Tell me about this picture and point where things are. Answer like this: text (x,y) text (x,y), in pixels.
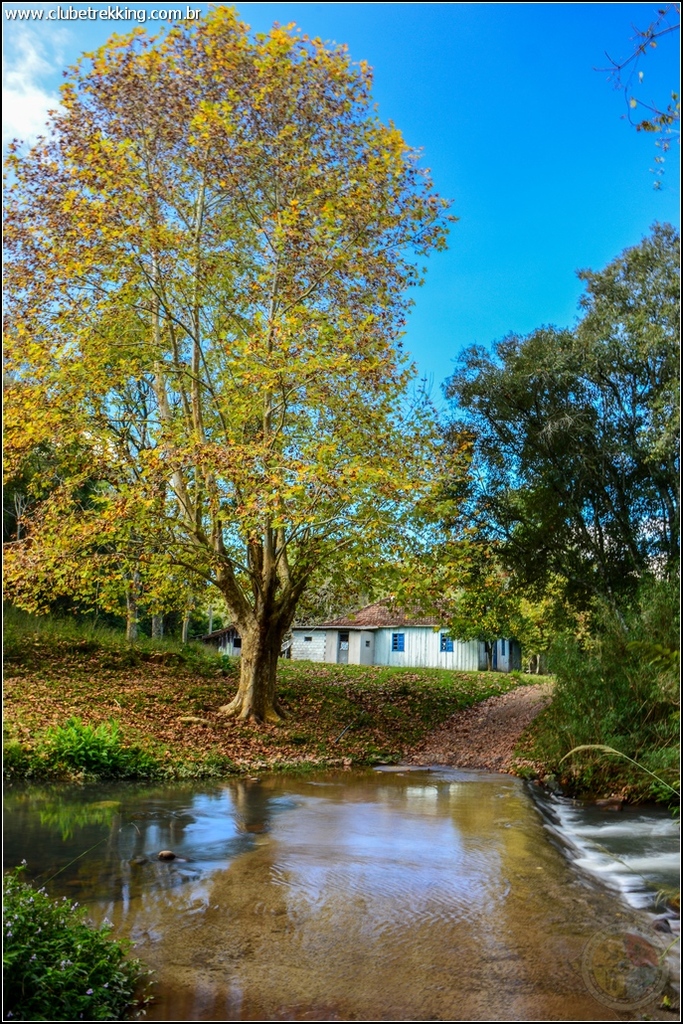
In this image in front (331,972) there is water (338,859). There are plants (52,972). In the background of the image (347,649) there are buildings (344,646), trees (410,574) and sky (576,193). At the bottom of the image (328,683) there is grass (227,698) on the surface (191,701). There is some text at the top of the image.
